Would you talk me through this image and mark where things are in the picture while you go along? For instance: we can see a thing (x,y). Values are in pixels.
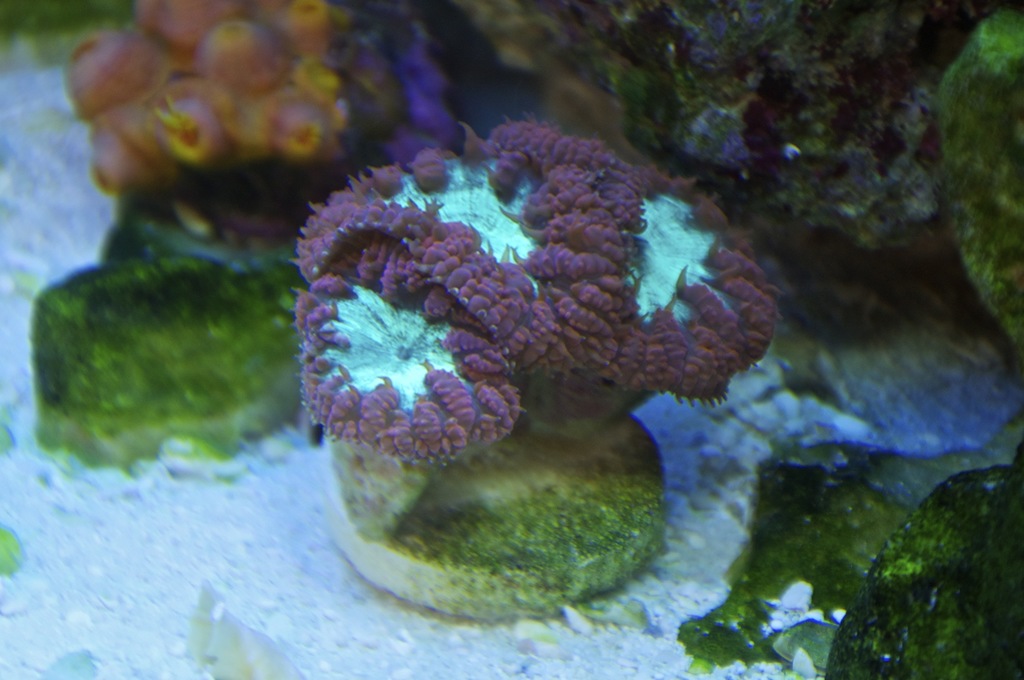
In this image there are water plants (397,247).
